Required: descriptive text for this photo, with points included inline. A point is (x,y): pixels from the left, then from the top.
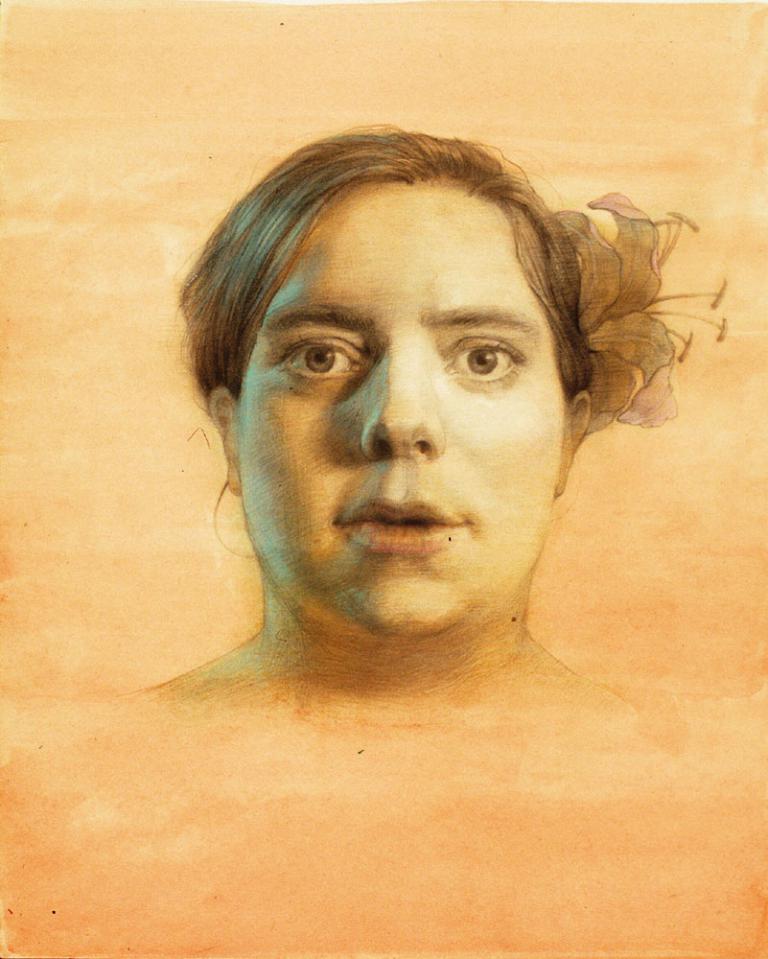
In this picture, we see the art (383,306) of a woman (352,260). In the background (189,54), it is in light orange color.
